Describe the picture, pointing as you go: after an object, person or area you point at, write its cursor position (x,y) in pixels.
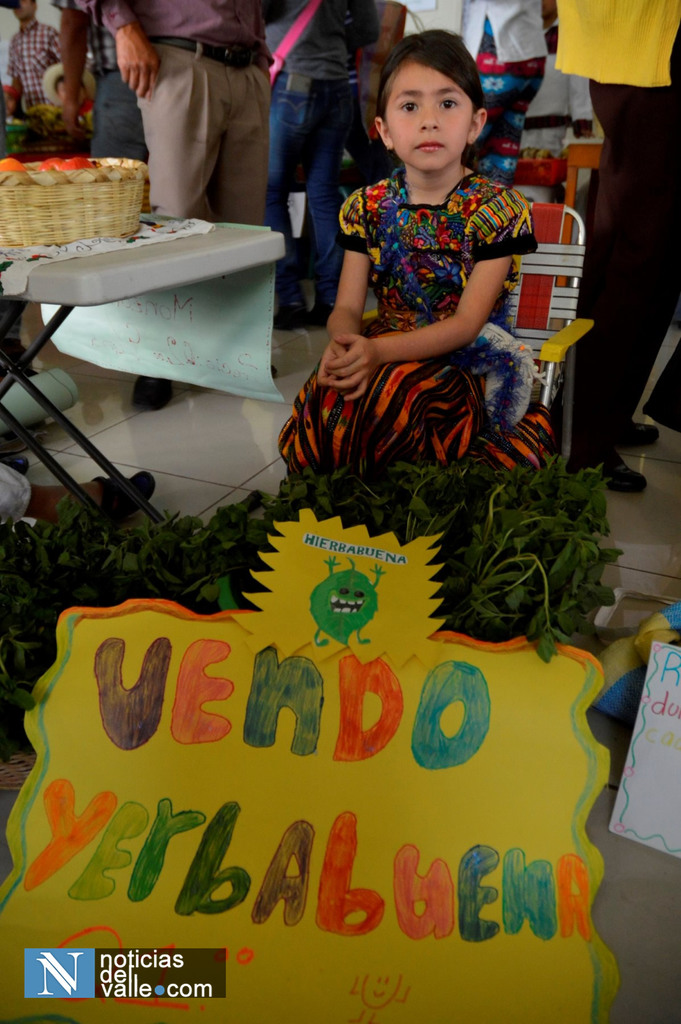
In the center of the image (426,396) we can see a girl (416,405) sitting. At the bottom (362,896) there are boards (340,791) and we can see leafy vegetables (44,579). On the left (61,312) there is a table (86,295) and we can see basket (62,243) placed on the table (151,291). In the background (196,187) there are people (363,69).
